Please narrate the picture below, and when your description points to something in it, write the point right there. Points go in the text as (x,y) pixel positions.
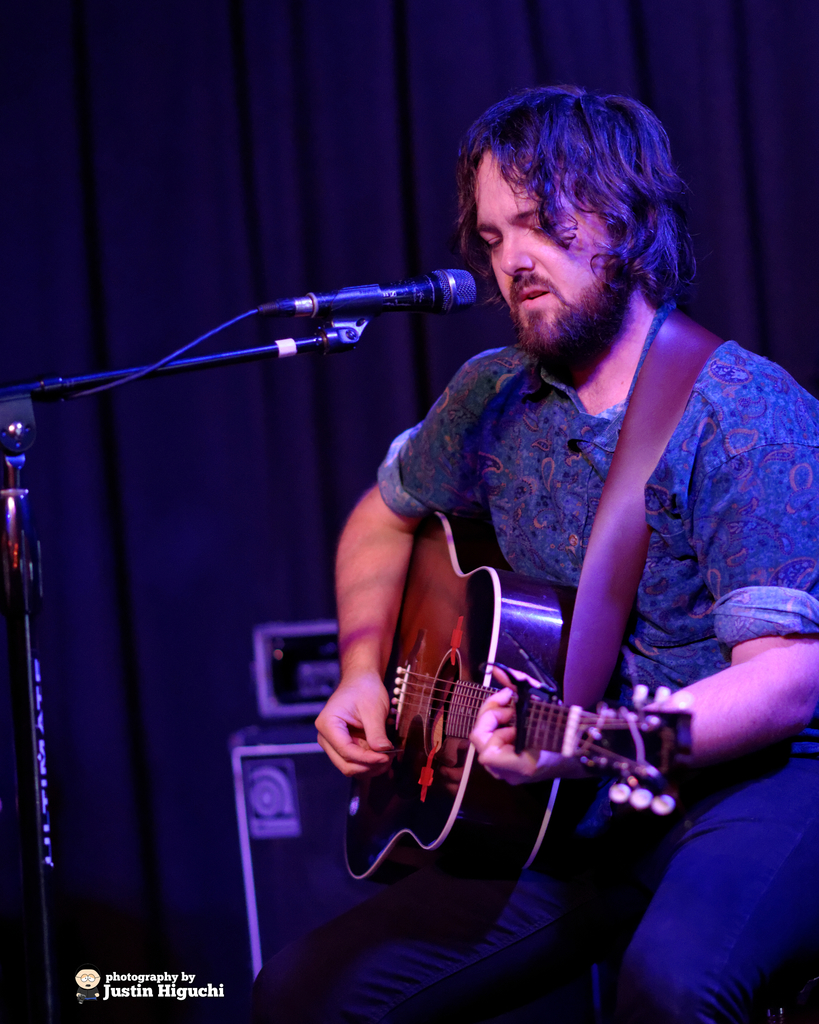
In this image, we can see a man (736,673) sitting and he is holding a guitar (393,702), he is singing in the black color microphone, in the background (138,159) there is a curtain (463,76).
